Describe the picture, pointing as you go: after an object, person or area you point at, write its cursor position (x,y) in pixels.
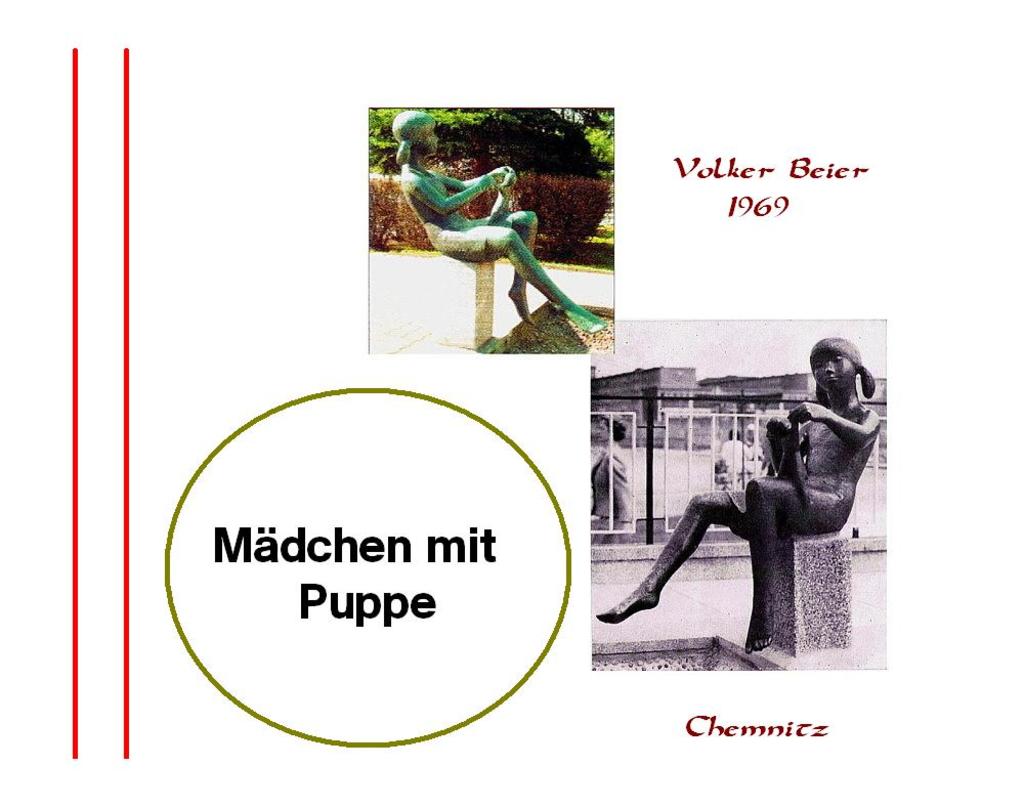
This is the image of the picture where there are sculptures (486,235) holding some objects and some text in the picture.
